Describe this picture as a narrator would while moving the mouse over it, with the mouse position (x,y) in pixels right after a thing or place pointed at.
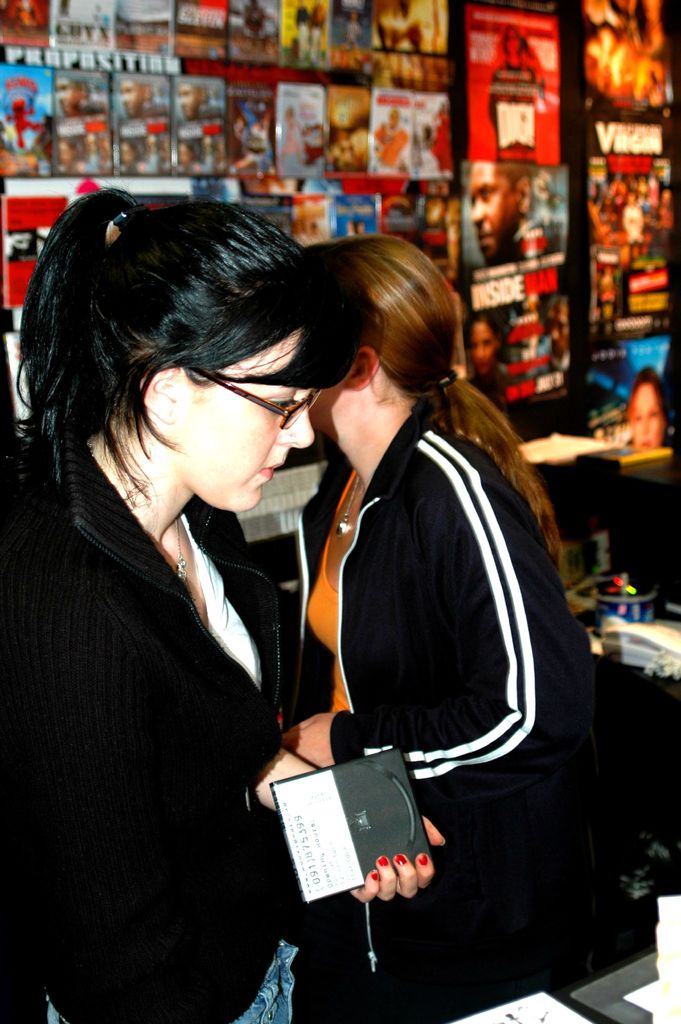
In this image I can see two women (187,431) are standing in the front (321,420) and I can see both of them are wearing black colour jackets (253,735). On the left side of this image (101,561) I can see she is wearing specs (280,420) and she is holding an object (415,855). In the background (650,268) I can see number of posters (604,53) and I can see this image is little bit blurry in the background (351,96).
